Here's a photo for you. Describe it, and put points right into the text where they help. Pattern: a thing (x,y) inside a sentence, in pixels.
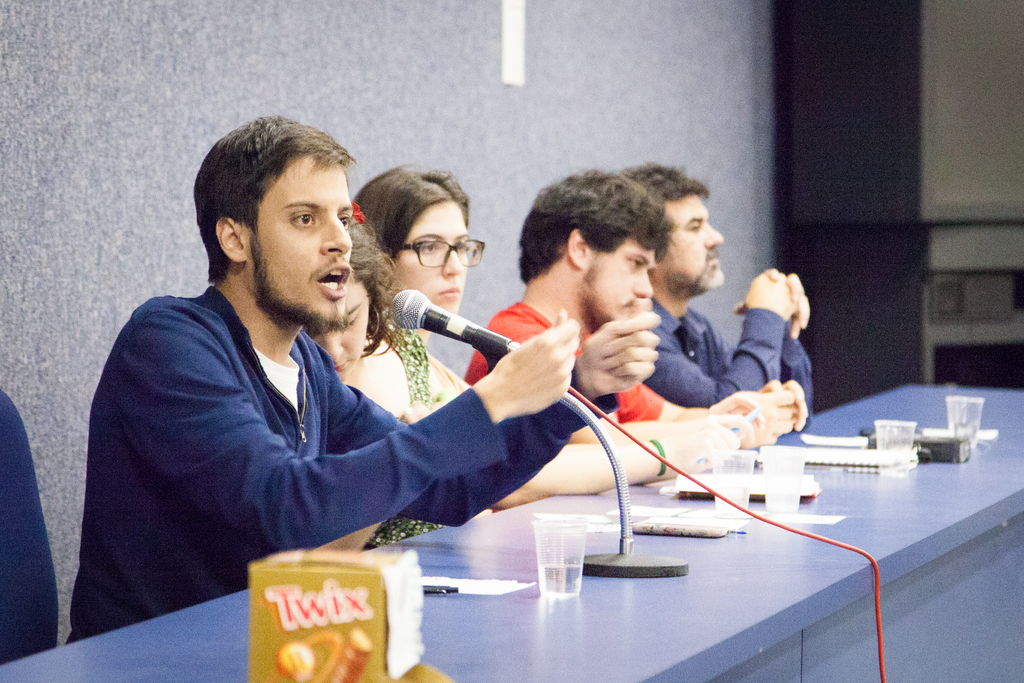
In this image we can see five people (611,333) sitting on the chairs (28,583) near the table (627,610), one object (969,310) attached to the wall (727,298) on the right side of the image (986,308), one man (477,410) on the left side of the image (295,476) gesturing and talking. There is one microphone (621,572) with stand (638,560) on the table (833,580), one white object (520,55) attached to the wall (708,117), some glasses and some objects (395,681) on the table (749,659).
